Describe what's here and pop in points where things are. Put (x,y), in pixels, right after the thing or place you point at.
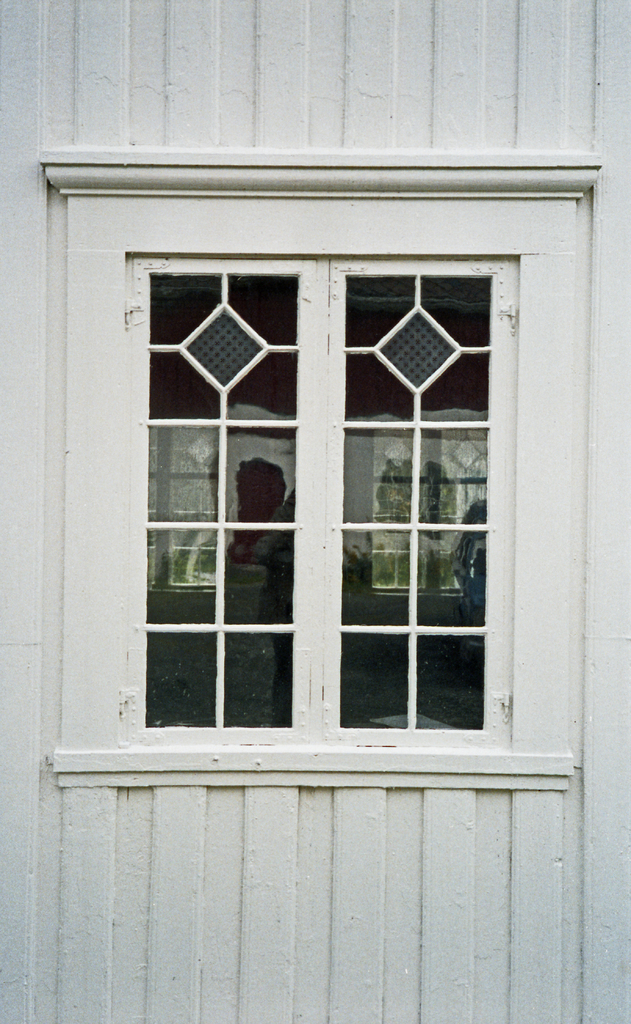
Here in this picture we can see a window (331,474) present over a place and inside that we can see some other things (277,536) present.
